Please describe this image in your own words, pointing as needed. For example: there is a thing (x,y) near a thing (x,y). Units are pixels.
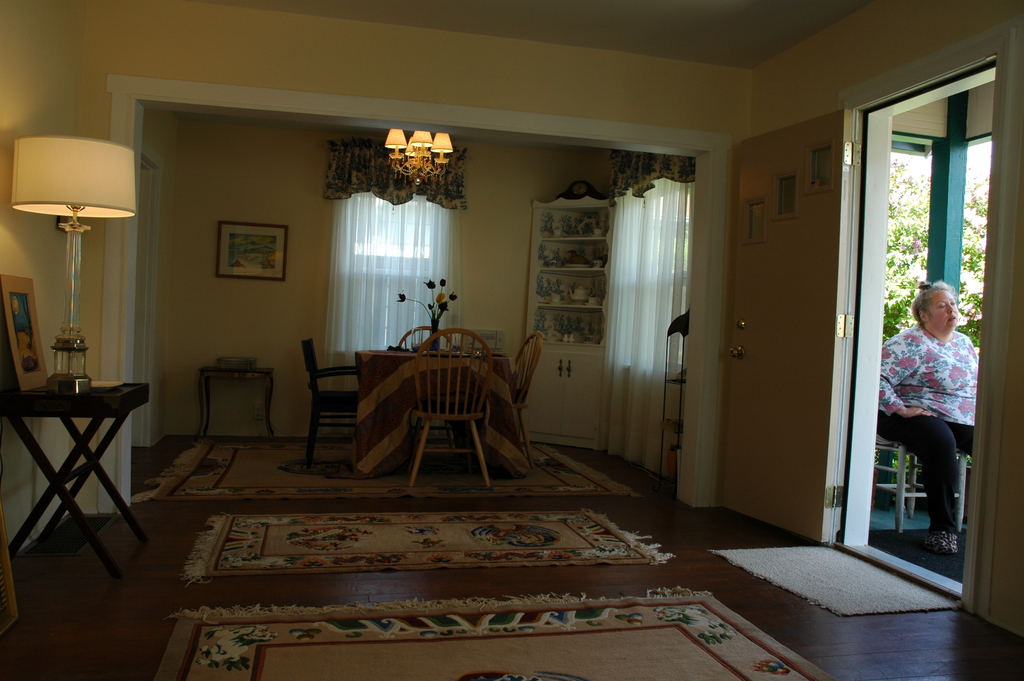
In this image I can see a room (390,388) with dining table (466,381), lamp (96,211) and the frames (243,232) attached to the wall (530,235). To the right (944,387) there is a person (924,421) sitting on the chair (901,478). At the back (914,259) there are some trees (920,244).
